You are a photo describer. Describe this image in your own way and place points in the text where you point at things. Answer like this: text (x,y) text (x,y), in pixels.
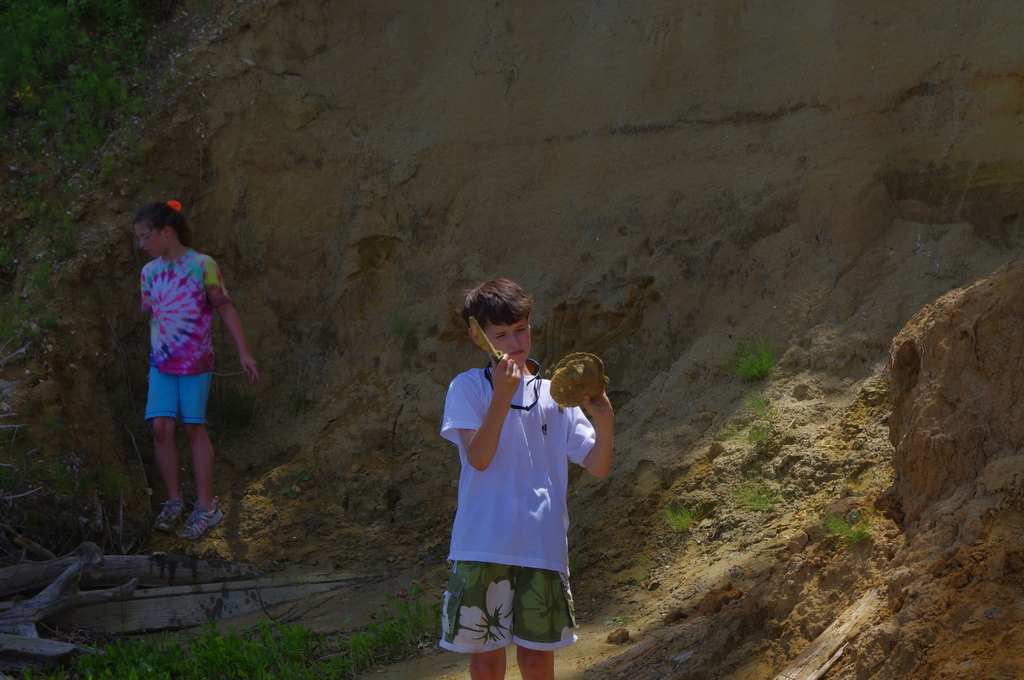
In this picture there is a boy (560,464) standing and holding the object (581,370) and there is a girl (196,257) standing and there are plants (89,94) and tree branches (153,576) and there is grass (222,657). At the back (27,322) it looks like a mountain (408,165).
